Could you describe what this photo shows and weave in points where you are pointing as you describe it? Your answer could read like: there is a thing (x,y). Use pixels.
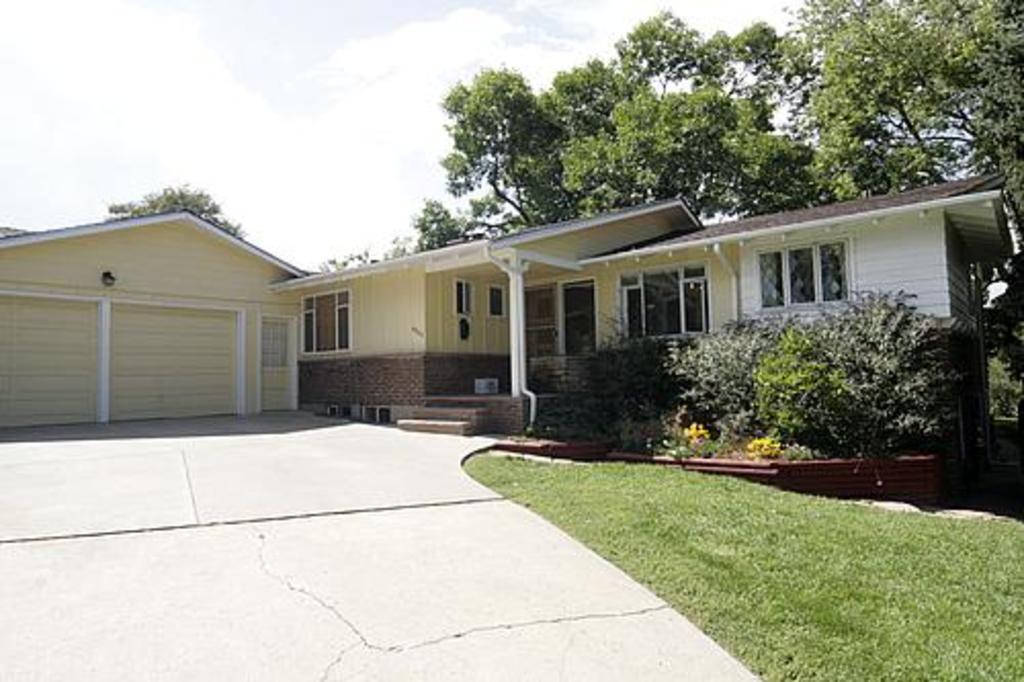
This is an outside view. In the middle of the image (615,280) there is a building (680,264). On the right side (818,437) there are many plants (725,404), trees (690,155) and also I can see the grass (789,566) on the ground (825,571). At the top of the image (223,88) I can see the sky (240,52).
